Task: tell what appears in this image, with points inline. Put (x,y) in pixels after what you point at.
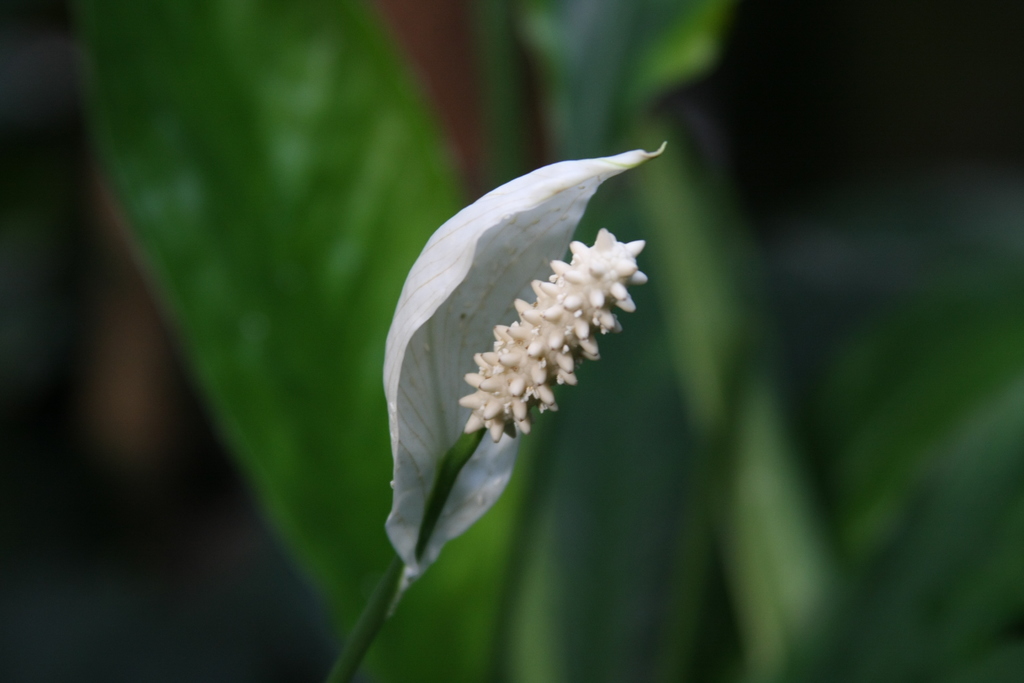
In this picture I can see a flower (438,318) with a stem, and there is blur background (1001,361).
